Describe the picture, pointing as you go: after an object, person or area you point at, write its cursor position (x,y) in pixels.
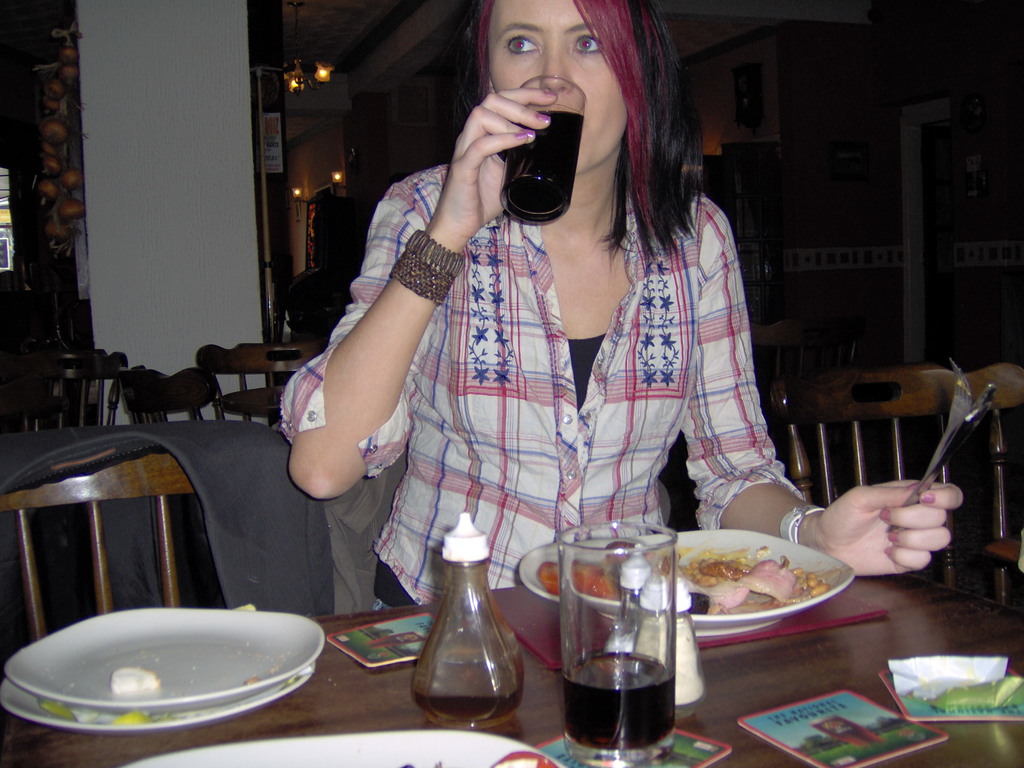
In the middle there is a table (817,675) on that table (813,689) there is a plate (775,607), glass (629,712), bottle (468,661) and some other items (896,703), in front of the table (752,684) there is a chair (171,562) on that chair (167,454) there is a jacket (195,468). In the middle (500,423) a woman (570,304) is drinking something with a glass (554,154) she wear check shirt (573,425), she holds a fork (927,486). In the background (234,339) there are many chairs (256,367), wall (236,377), light (289,89), building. I think this is a restaurant (829,364).
